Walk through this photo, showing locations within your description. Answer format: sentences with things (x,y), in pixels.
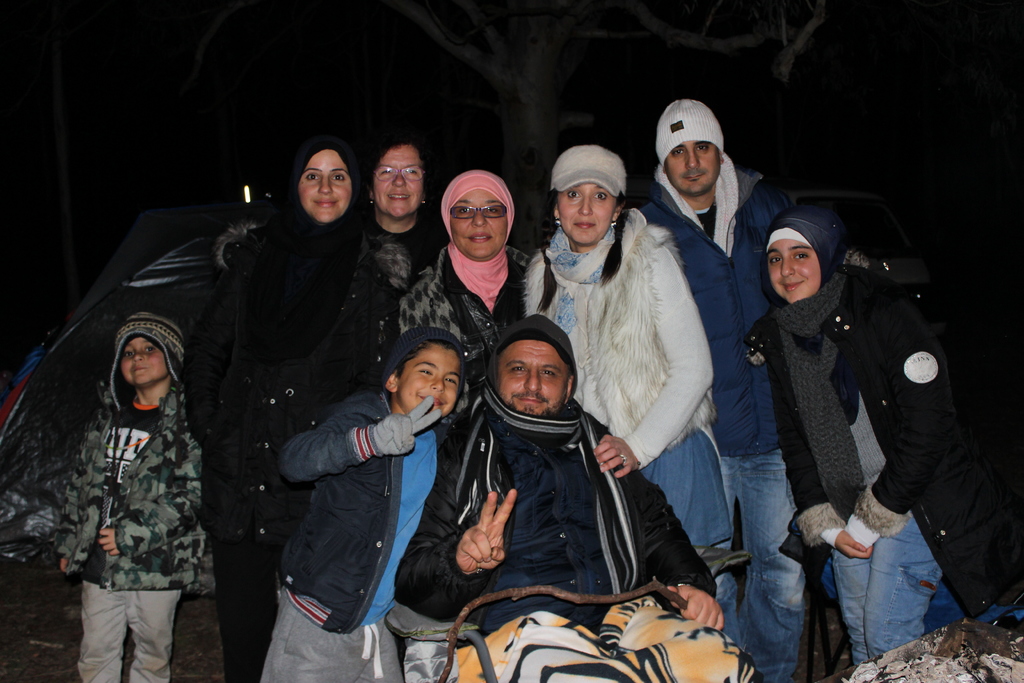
There is group of persons (605,413) including two children (118,461) and a person (629,558) who is sitting on a chair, standing and smiling at a campsite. The background (839,96) is dark in color.
